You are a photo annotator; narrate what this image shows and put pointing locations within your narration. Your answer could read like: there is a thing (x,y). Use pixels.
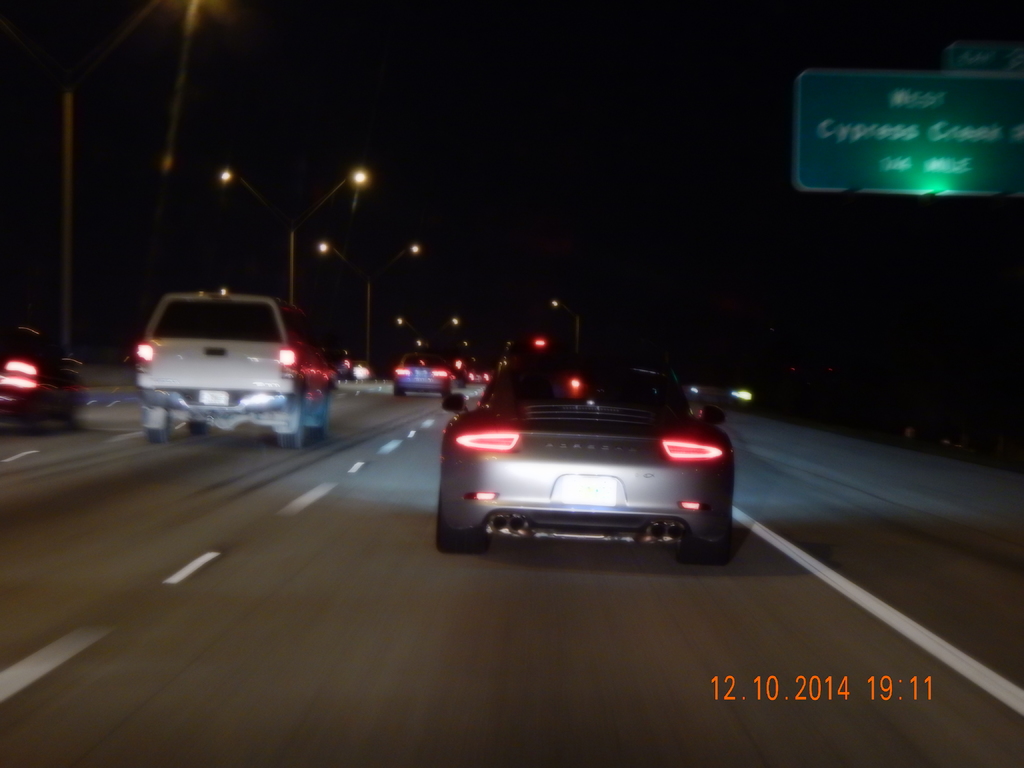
In this picture we can see vehicles (31,377) on the road (423,723), lights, poles (343,257) and board (876,181). In the background of the image (662,170) it is dark. In the bottom right side of the image (795,683) we can see date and time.
